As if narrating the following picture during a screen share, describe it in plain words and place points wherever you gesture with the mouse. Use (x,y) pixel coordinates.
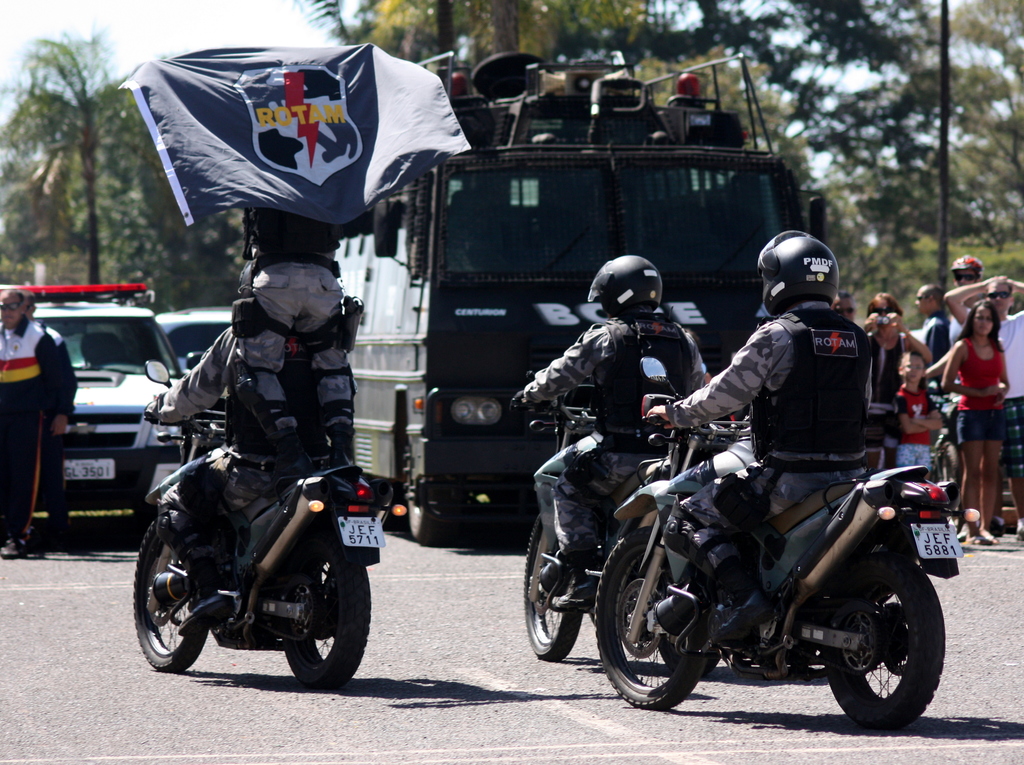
There is a street (469,542) and there are three bikes (340,488) and every bike (354,498) has a person (343,418) there are many vehicles (421,520) and two cars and one big bus (410,513) and so many people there watching the person (312,418) who are sitting on the bike (326,485) behind the people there are many trees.
